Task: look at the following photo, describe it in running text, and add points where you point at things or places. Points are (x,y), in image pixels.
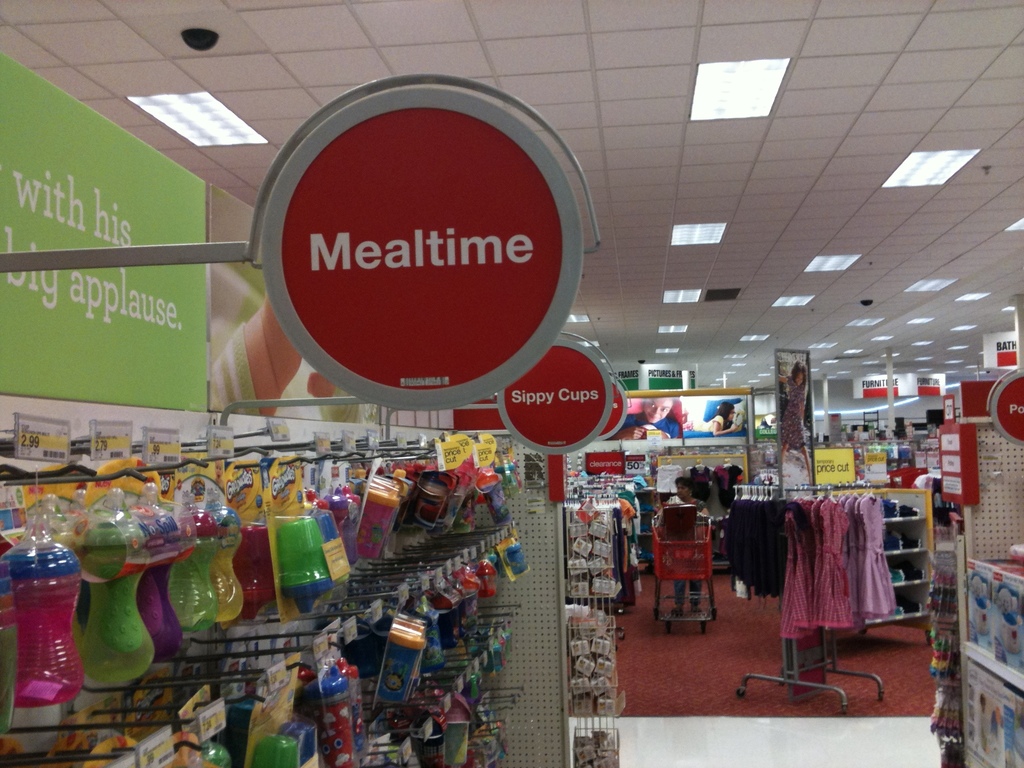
This image is taken from inside the stall (405,583). In this image there are bottles (71,606), dresses (864,559) and other objects (585,549) arranged in racks (426,553), there are few sign boards (344,370) with some text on it. At the top of the image (707,204) there is a ceiling (791,221) with lights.
